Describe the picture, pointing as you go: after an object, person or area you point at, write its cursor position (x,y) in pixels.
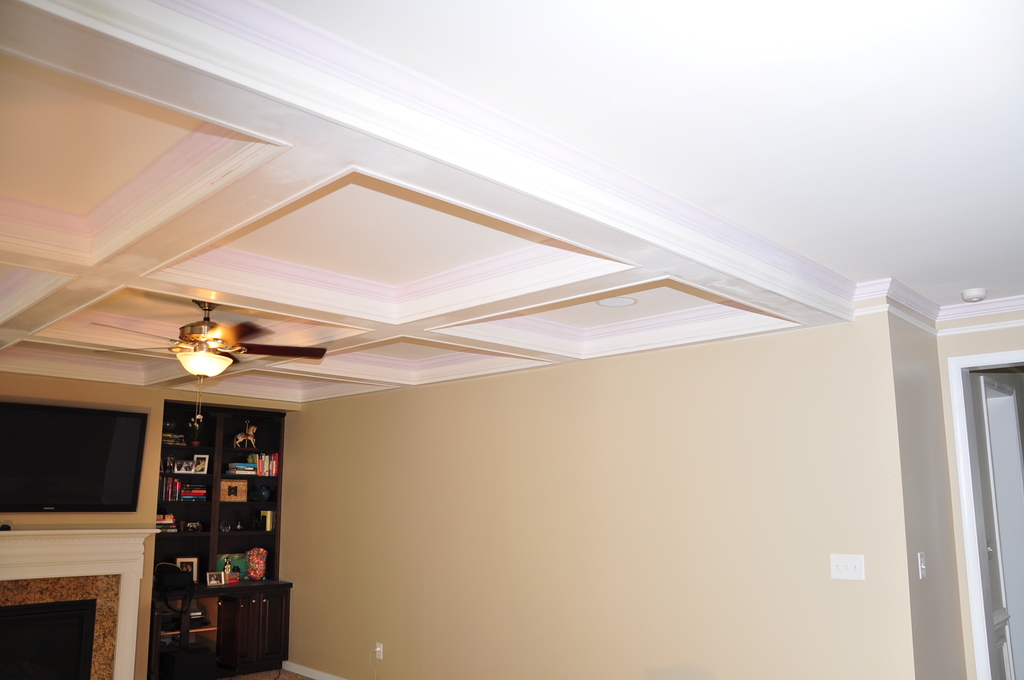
In this picture we observe a upper portion of a house (367,375) where there is a television (114,457), a cupboard (201,507) filled with books (195,492) and a fan (213,368) fitted to the roof (388,367).
